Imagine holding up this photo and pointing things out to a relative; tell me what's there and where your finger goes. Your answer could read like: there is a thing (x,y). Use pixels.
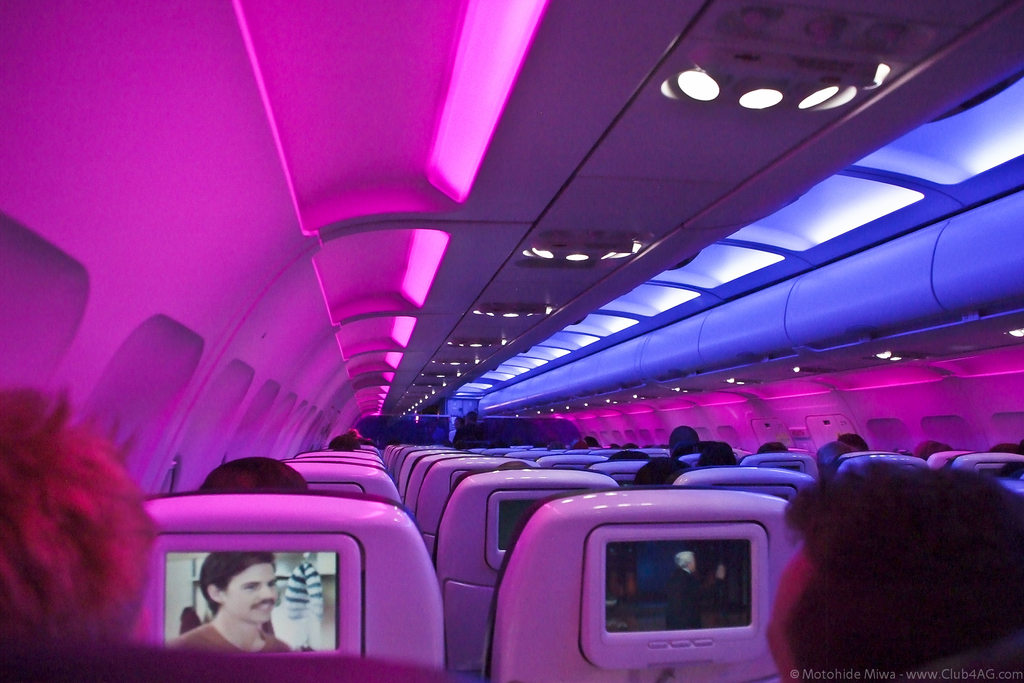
In this picture we can observe an airplane (437,399) in which there is a screen (272,578) fixed to the back (376,578) of every seat (365,561). There are some passengers (95,541) in this airplane (407,490). We can observe pink and blue color lights (610,306) inside the plane (426,391).
